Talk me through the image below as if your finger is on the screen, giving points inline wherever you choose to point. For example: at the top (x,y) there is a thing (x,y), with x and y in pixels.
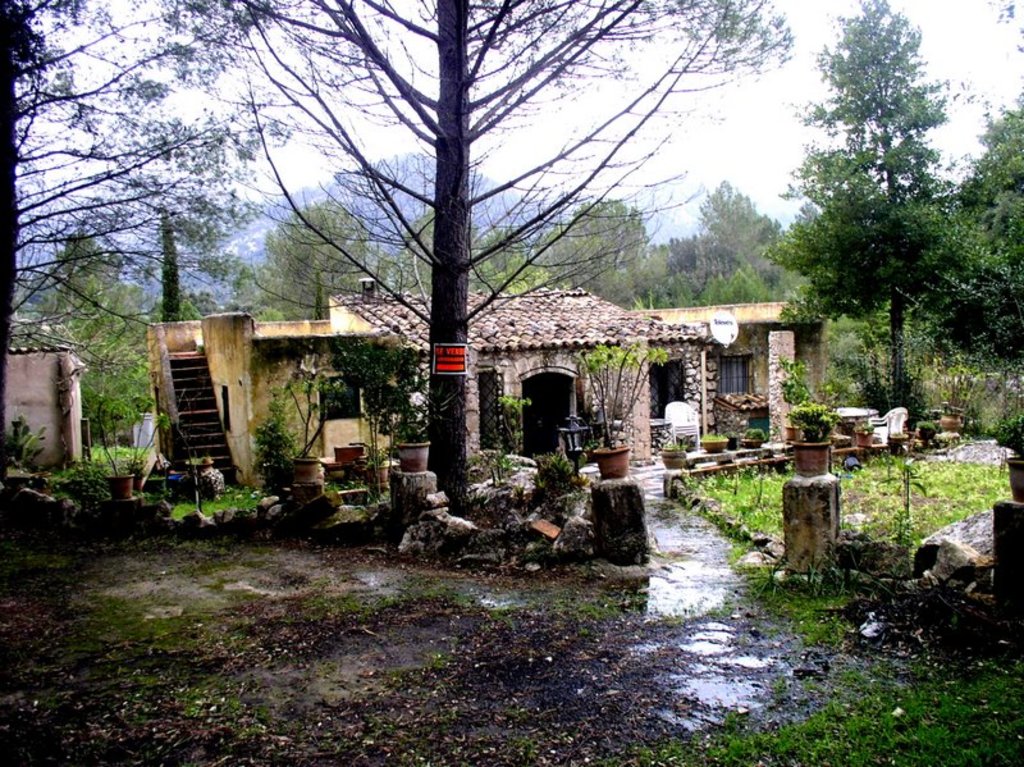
In this image there are trees (21,242), buildings (631,370), plants (403,415) and at the background (649,175) there is sky (744,129).
